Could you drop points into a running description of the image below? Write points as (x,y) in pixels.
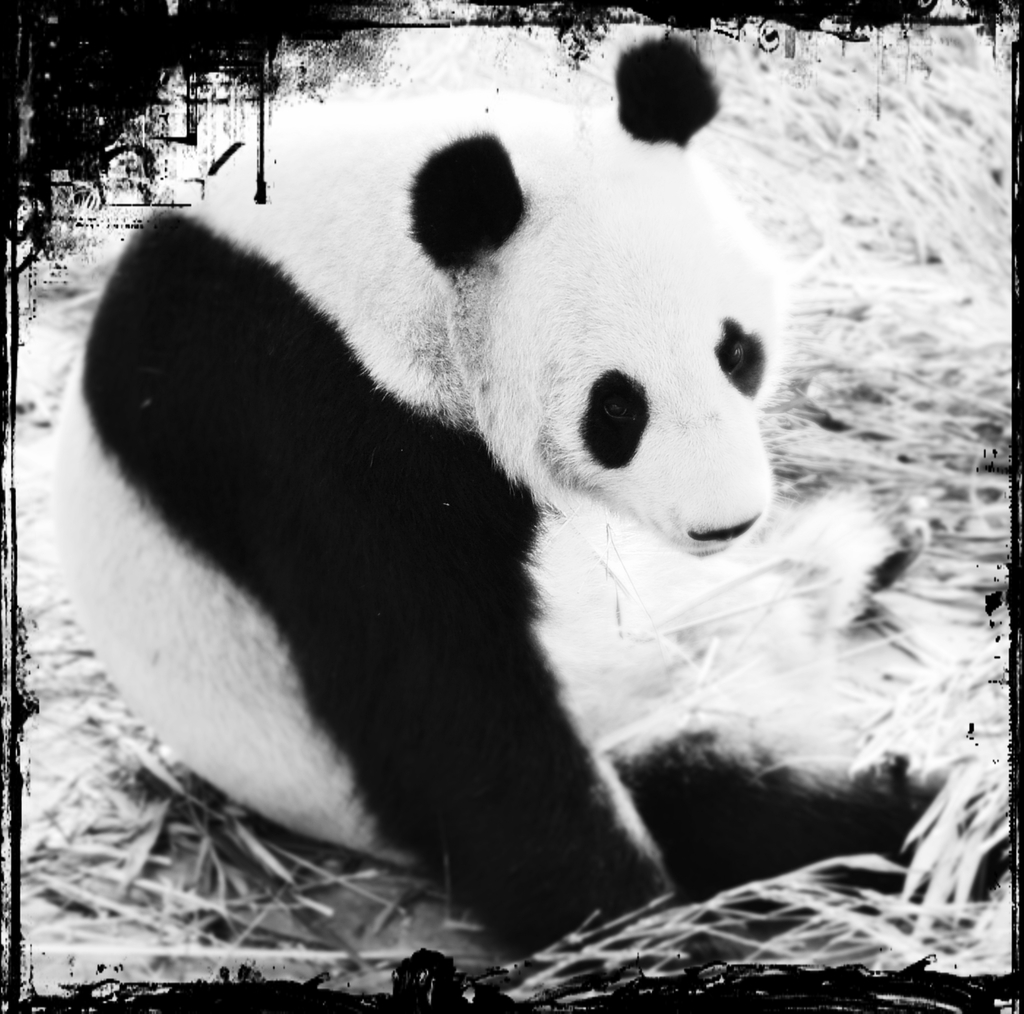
This is a black and white picture, in this image we can see an animal (497,520) on the ground (34,535) and also we can see some grass (870,494).
